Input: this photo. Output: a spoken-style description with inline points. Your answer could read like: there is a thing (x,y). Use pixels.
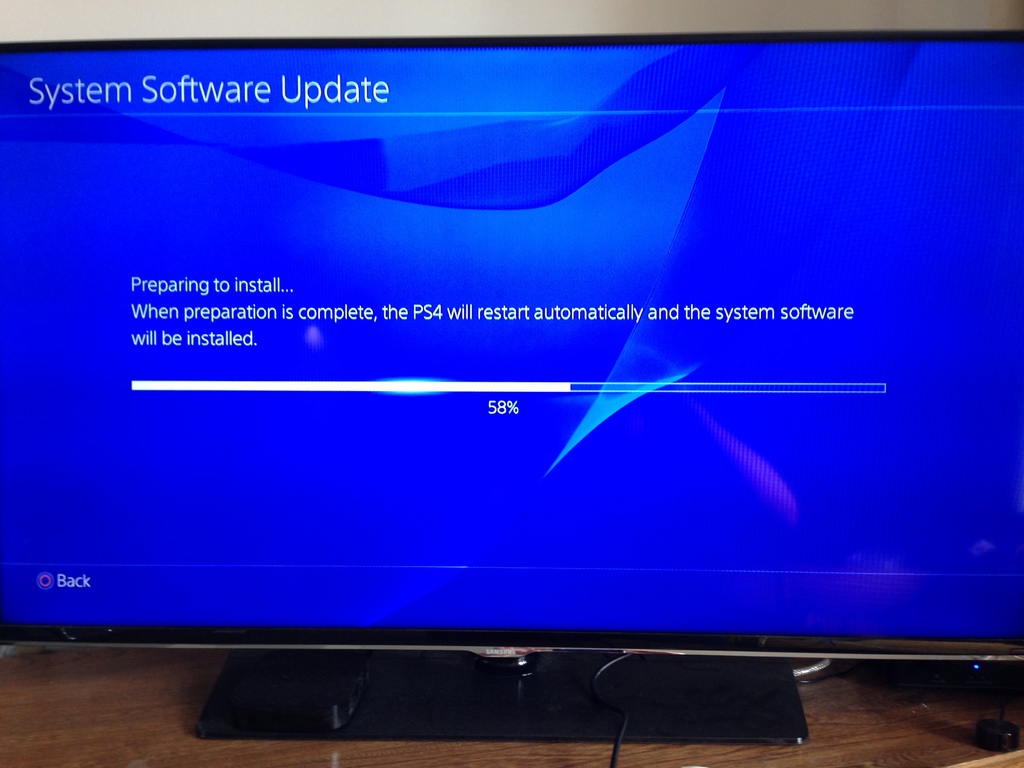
In this image I can see the system (248,635) on the brown color table (107,692). I can see the screen (239,491) is in blue color and there is a text (452,313) on it. In the back (376,32) I can see the white wall (217,30).
